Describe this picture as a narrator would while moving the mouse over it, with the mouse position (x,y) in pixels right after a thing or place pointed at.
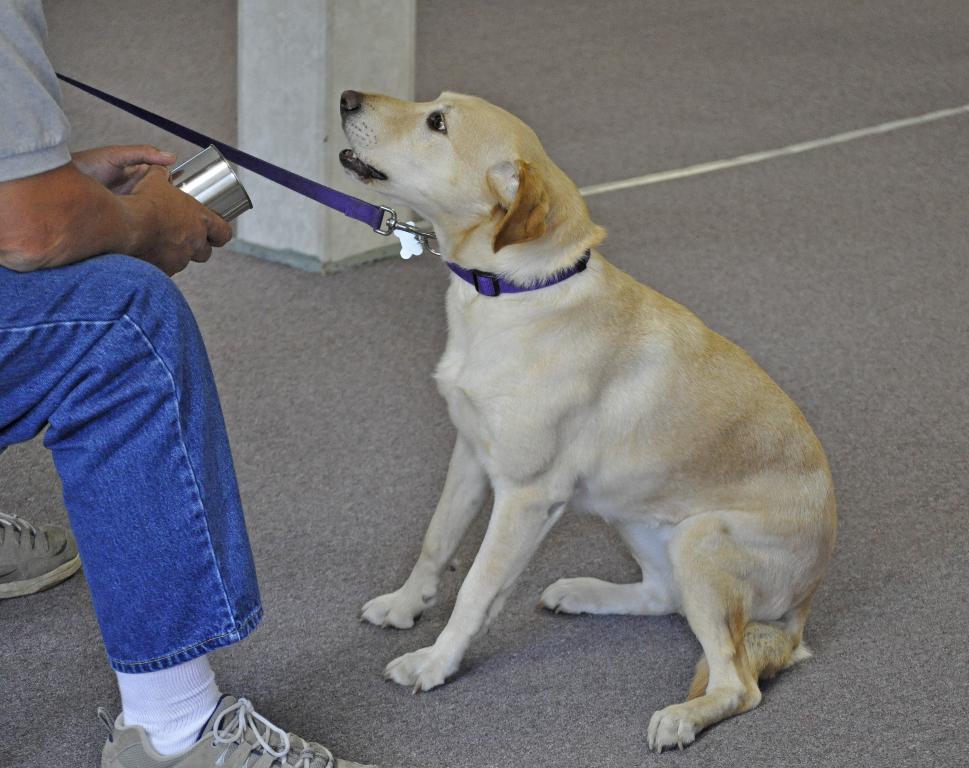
In this image we can see a person (154,292) sitting and holding the object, there is a pillar (287,217) and a dog (448,252) on the surface (707,250), around the dog's neck (448,252) there is a purple color belt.
